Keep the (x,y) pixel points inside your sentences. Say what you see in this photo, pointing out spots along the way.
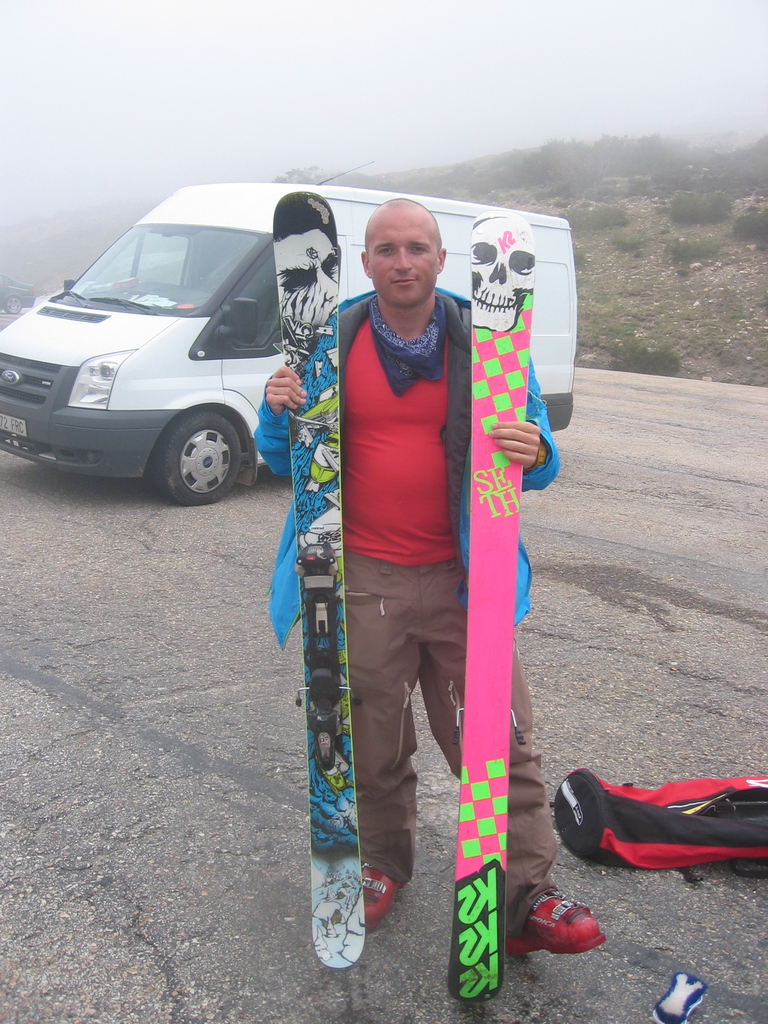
In the middle of the image (332,563) a man (401,250) is standing and holding skis (322,878). Behind him there is a vehicle (8,448). Behind the vehicle (480,211) there are some vehicles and hills (713,322) and trees (582,219). At the top of the image (692,14) there is sky (189,110). In the bottom right corner of the image (703,820) there is a bag (696,840).
